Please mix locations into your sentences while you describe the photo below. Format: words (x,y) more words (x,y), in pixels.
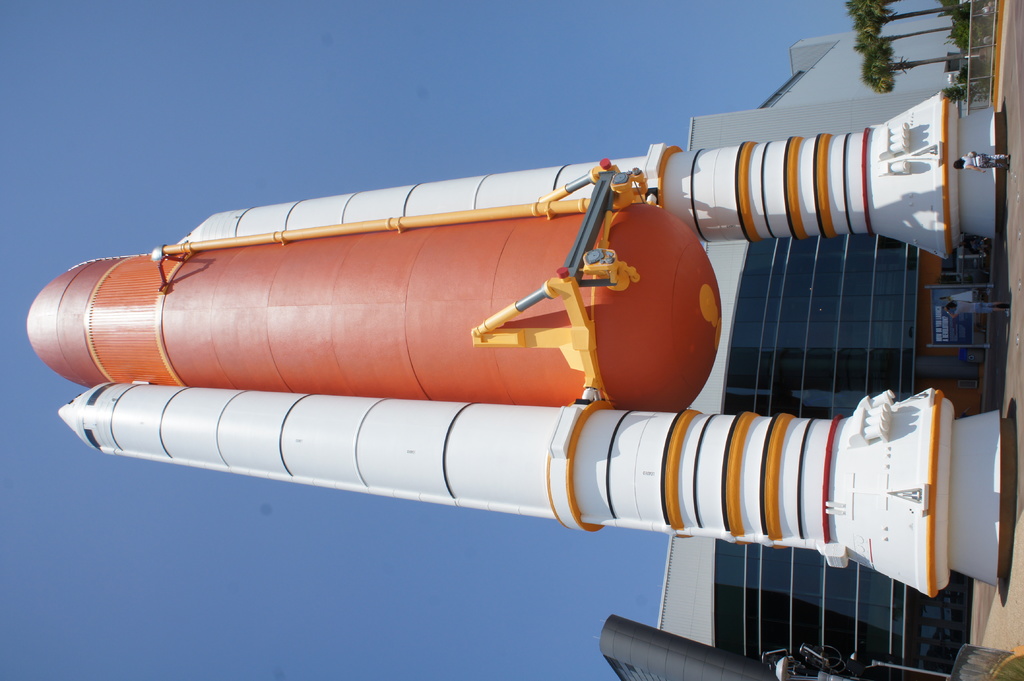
Here we can see an object (675,450) in the shape of a rocket. In the background (488,671) we can see a building (707,654), board (949,332), trees (965,93), two persons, and sky (298,600).
